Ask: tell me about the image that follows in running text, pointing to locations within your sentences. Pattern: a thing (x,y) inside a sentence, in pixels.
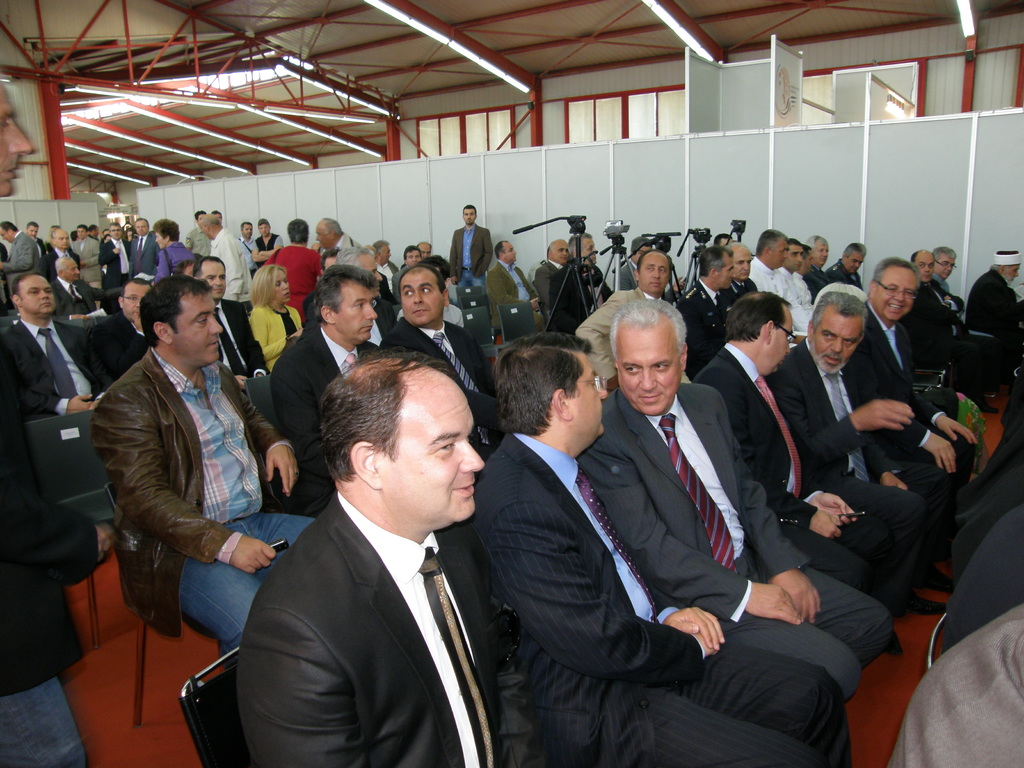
In this picture, we see many people (342,554) are sitting on the chairs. There are camera stands (625,252). On the left side (205,211), we see people (294,285) are standing. Behind them, we see white color boards (420,172) like. At the top of the picture (407,59), we see the ceiling (71,50) of the room (38,66). This picture might be clicked in the concert hall (134,198).
